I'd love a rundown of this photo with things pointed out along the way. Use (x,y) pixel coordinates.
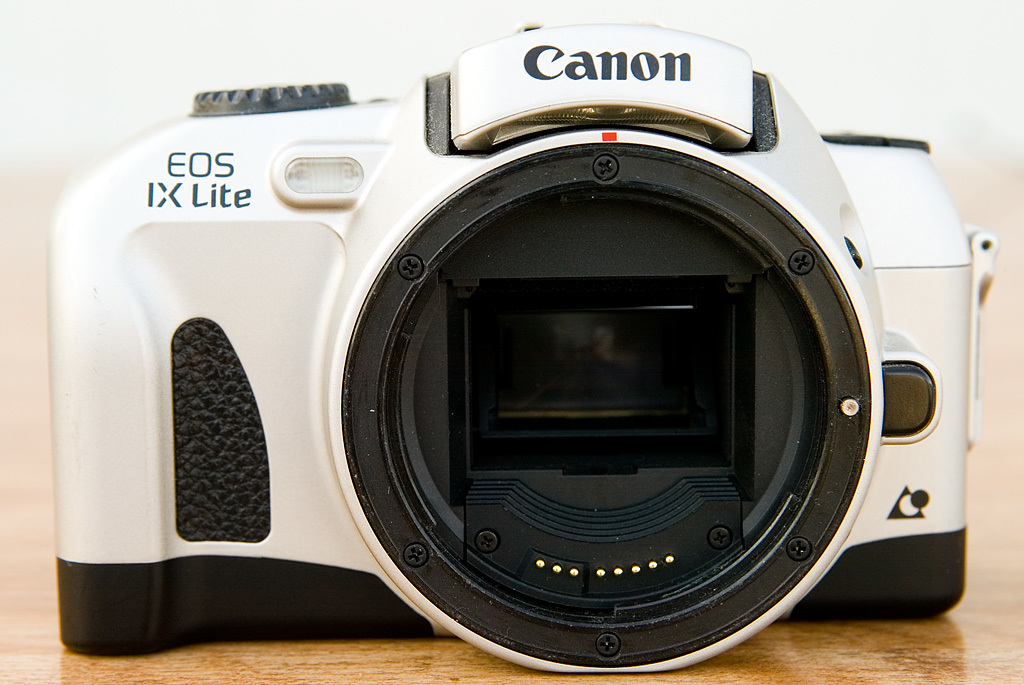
It is a camera (472,231) of a canon company, it is in black and white color.
